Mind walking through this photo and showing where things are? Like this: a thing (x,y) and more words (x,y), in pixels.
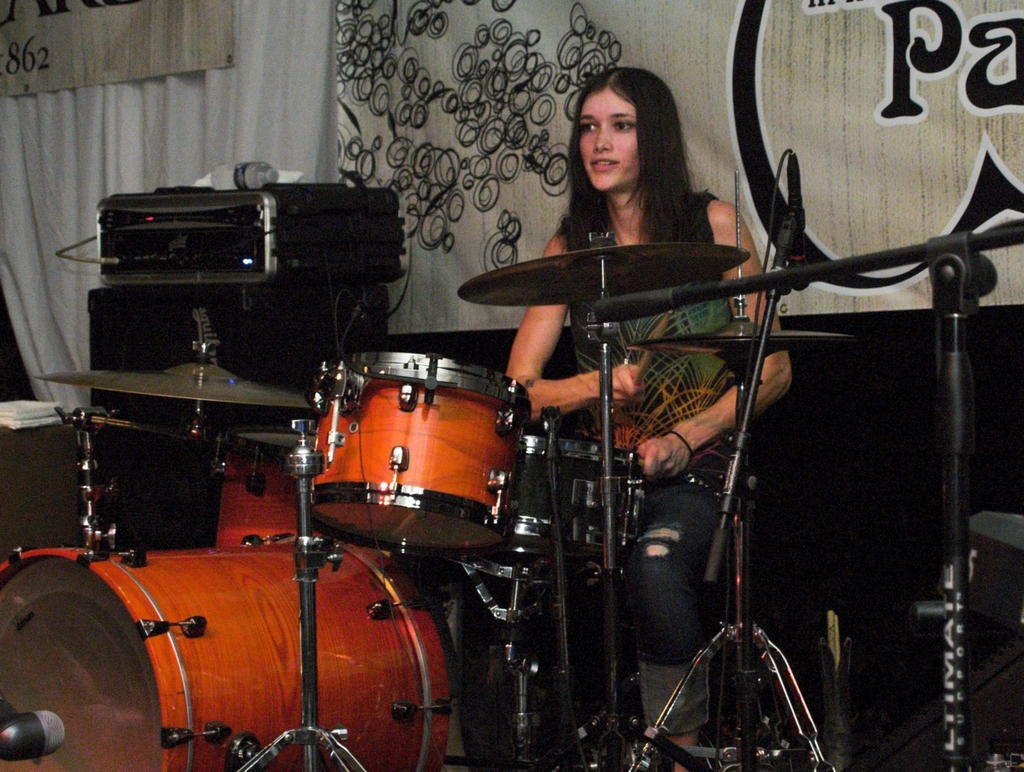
In the picture I can see a woman (620,119) is sitting and holding the drumsticks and playing the drums (240,647) which are in front of her. Here we can see a mic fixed to the stand (729,487) and we can see the speaker box (128,359) on the left side of the image (118,360). In the background (917,181), we can see a banner (501,97) and white color curtains (223,129).
